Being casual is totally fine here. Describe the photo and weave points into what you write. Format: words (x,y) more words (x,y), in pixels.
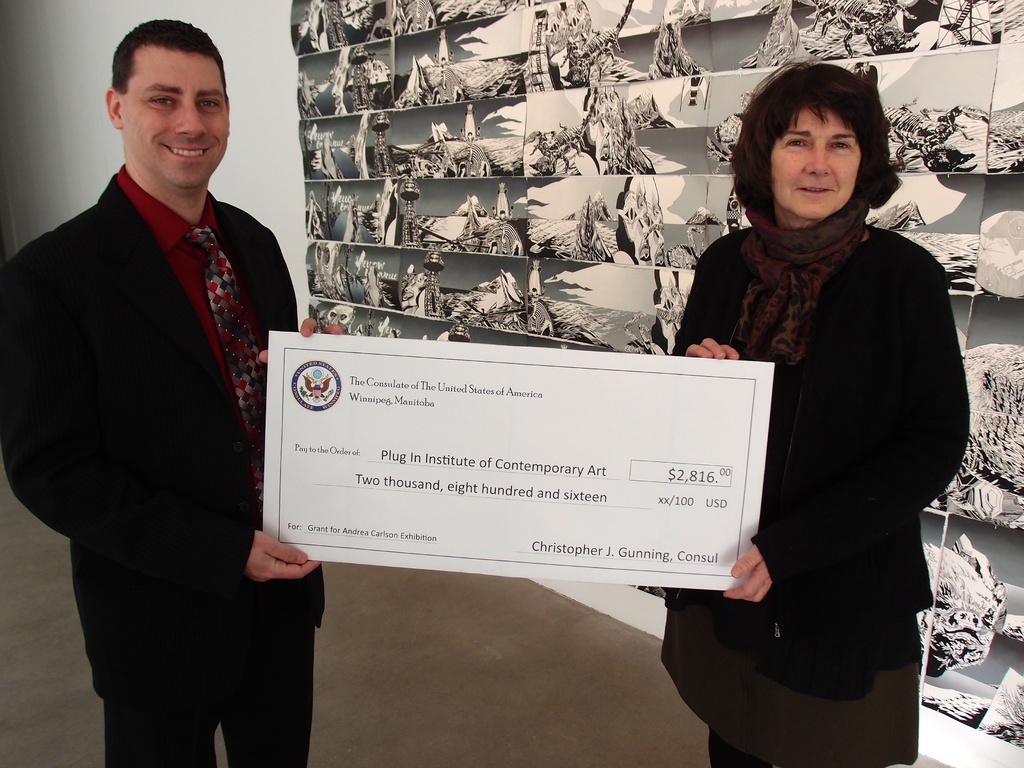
In this image I can see two people (242,452) standing and holding white color board (454,457) and they are wearing different color dress (824,358). Back I can see a white wall (238,106) and different background (244,21).
